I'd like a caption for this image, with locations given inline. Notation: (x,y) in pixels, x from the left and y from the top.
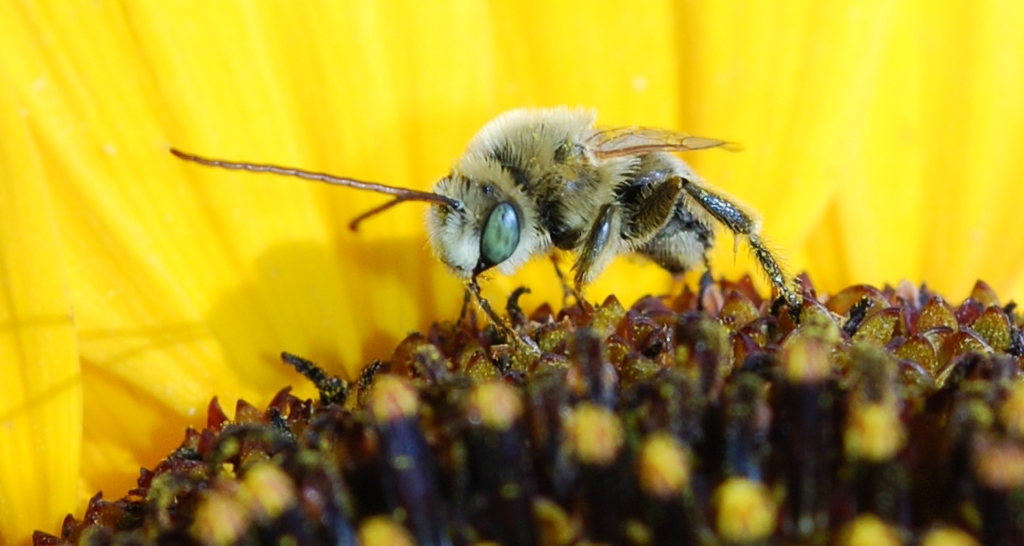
As we can see in the image there is a flower (11,482) and an insect (516,240).
